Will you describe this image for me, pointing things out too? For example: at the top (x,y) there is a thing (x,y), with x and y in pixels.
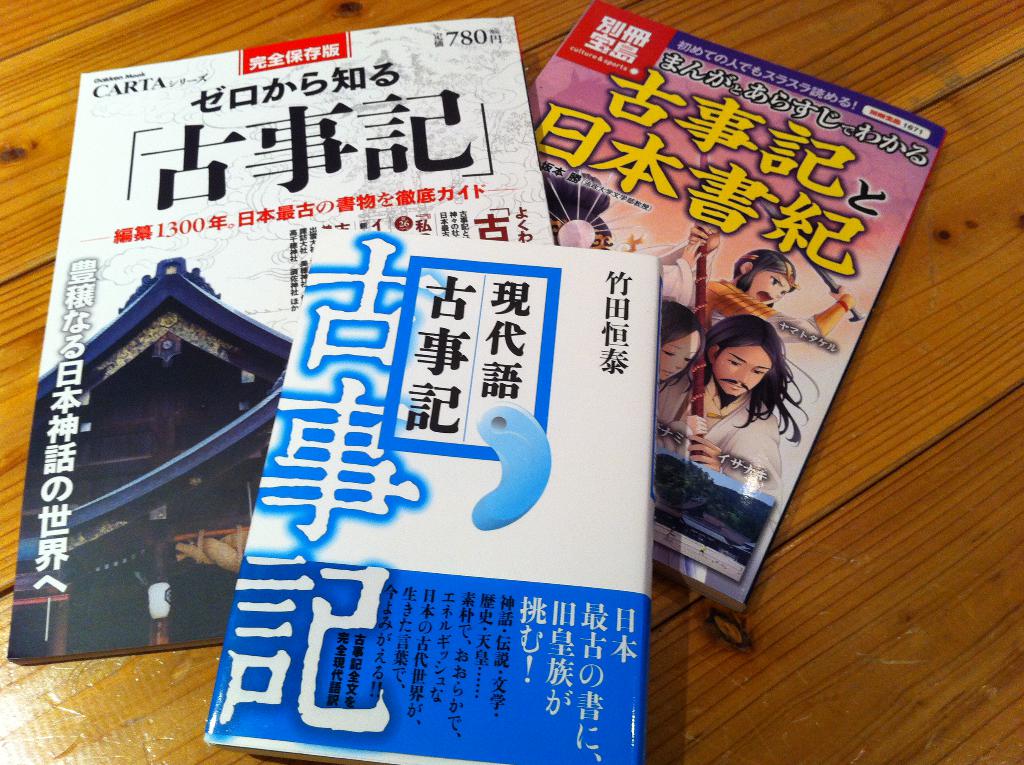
In this image I can see three books (491,428) on the table (864,535), the books (284,205) are in multi color and the table (808,628) is in brown color.
